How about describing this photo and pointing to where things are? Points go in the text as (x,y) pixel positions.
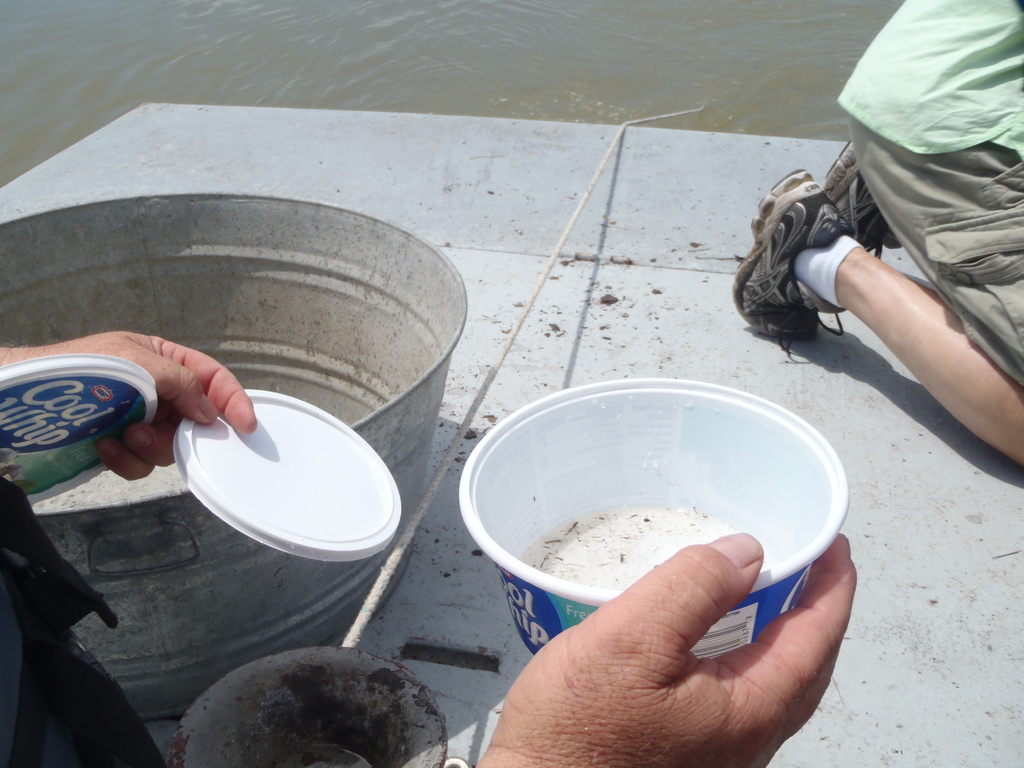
In this image I see 2 persons (918,113) in which this person (77,642) holding 2 lids (61,389) in one hand (188,417) and a plastic bowl (508,465) in other hand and I see the container (351,400) over here and I see the white rope (418,516) and I see the white surface (450,249). In the background (756,28) I see the water (620,72).
